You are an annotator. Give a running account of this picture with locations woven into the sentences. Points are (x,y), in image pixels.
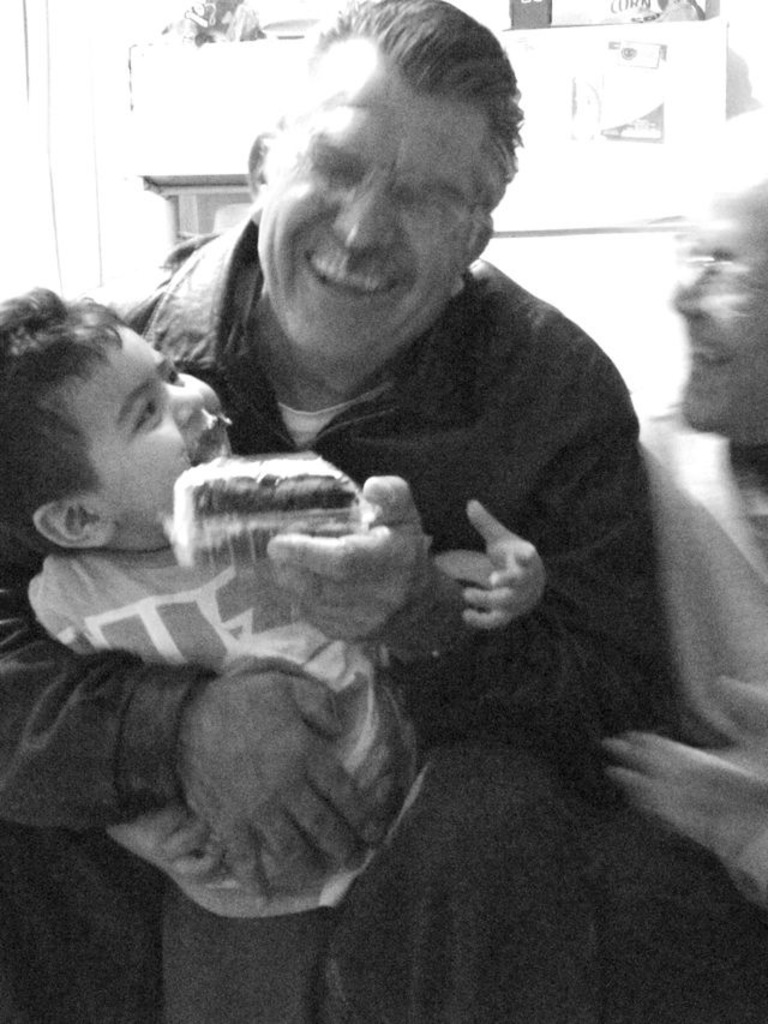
In this picture we can observe three members (354,378). Two of them are adults (561,448) and the other is a kid (182,633). All of them are smiling. This is a black and white image.
